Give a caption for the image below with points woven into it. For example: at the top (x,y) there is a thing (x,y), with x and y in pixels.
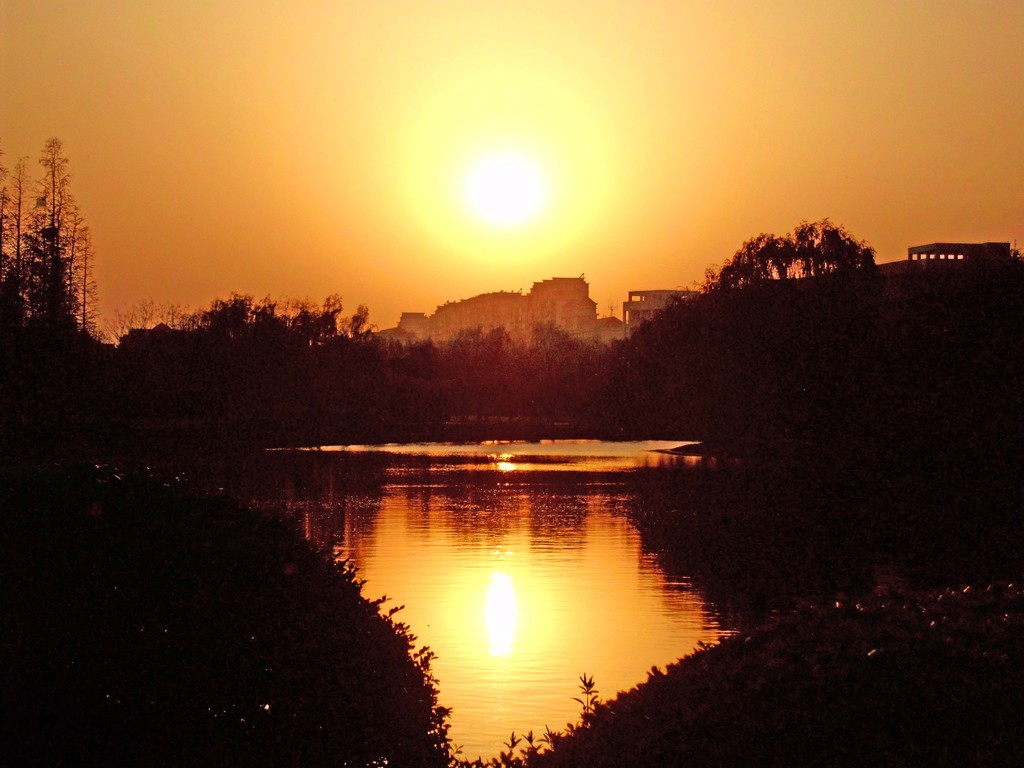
In this image there is a lake (515,608) beside that there are some trees (860,409) and buildings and sun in the sky (475,260).
